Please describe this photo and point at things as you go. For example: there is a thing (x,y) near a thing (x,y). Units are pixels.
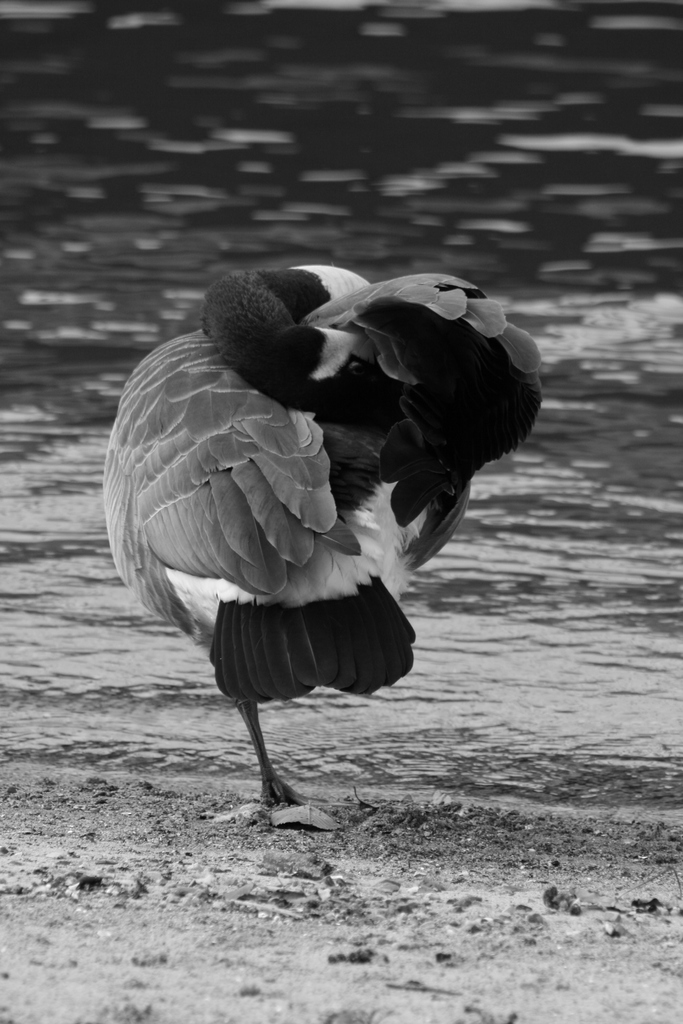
This image consist of a bird (280,525) standing in the center (280,525).
